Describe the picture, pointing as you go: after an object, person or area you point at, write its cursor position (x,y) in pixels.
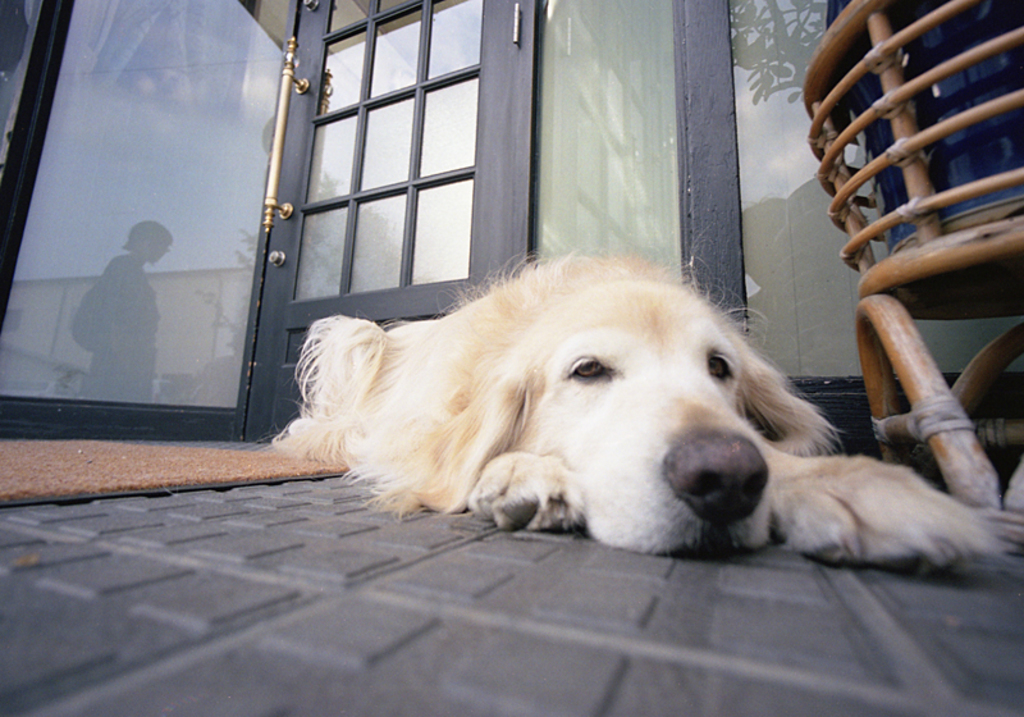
This picture is clicked outside. In the right corner (842,50) we can see a wooden object (963,290) containing some item (989,13). In the center (650,474) we can see a dog (429,490) lying on the ground (446,549). On the left (121,474) we can see the mat (131,451). In the background (288,249) we can see the door (357,238) and we can see the reflection (124,257) of a person (150,290) and the reflections (174,205) of some other objects (200,297) on the glasses (206,173).
